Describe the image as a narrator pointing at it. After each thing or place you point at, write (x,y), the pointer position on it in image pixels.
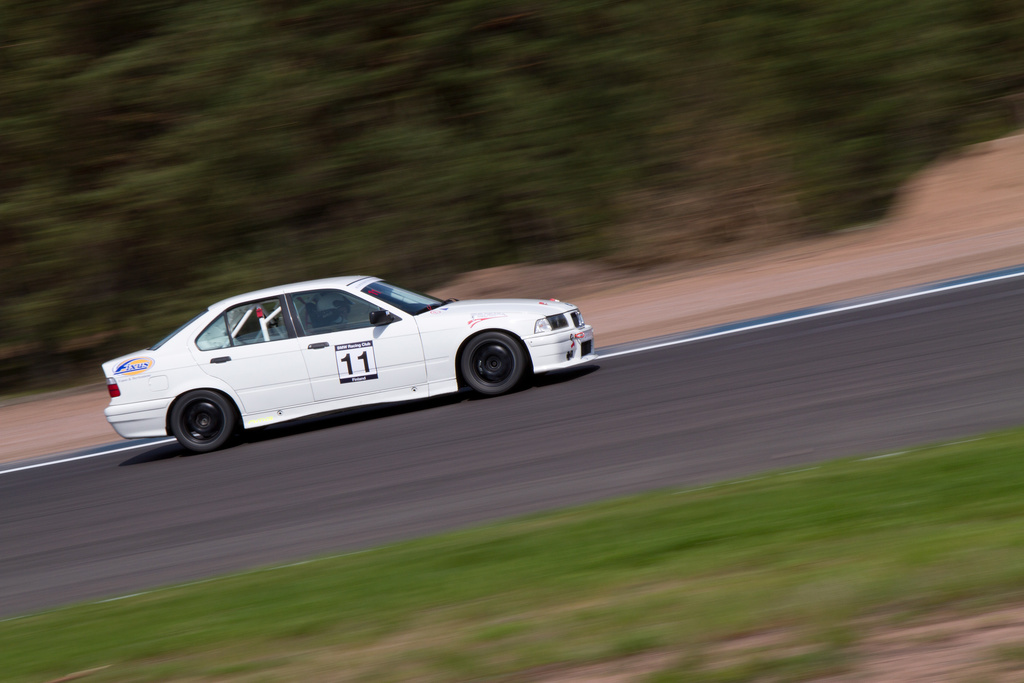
In the center of the image (427,358) we can see a car (294,380) on the road (456,463). In the background (461,262) there are trees (550,143).
